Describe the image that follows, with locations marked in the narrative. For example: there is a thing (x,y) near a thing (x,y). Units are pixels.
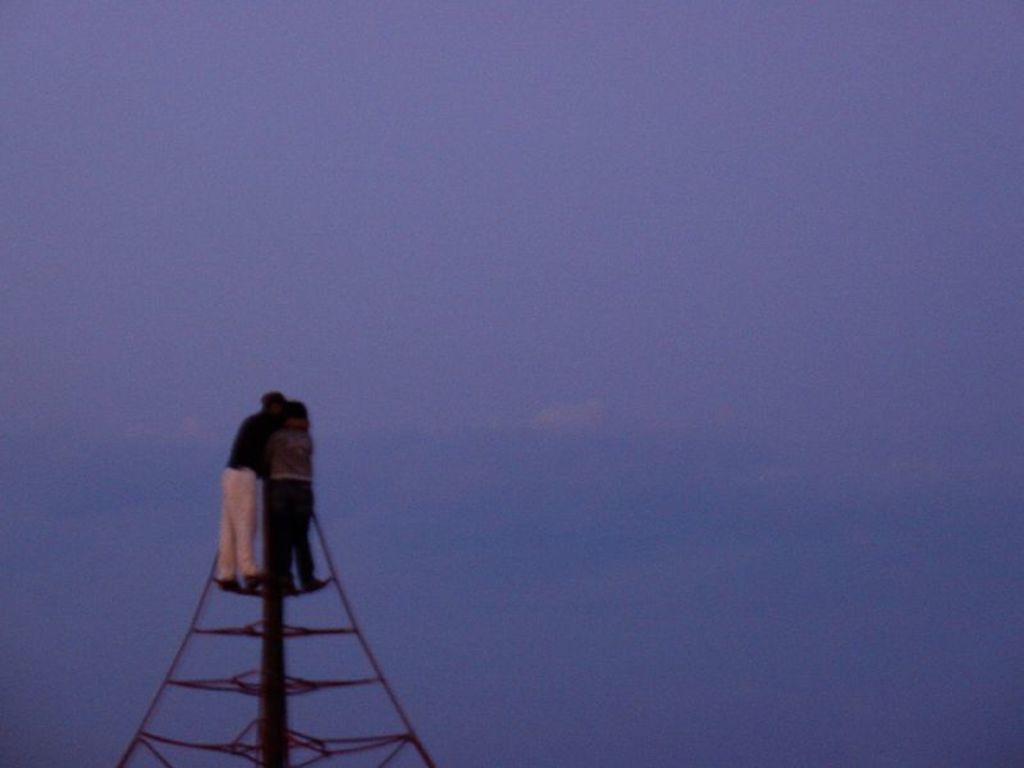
At the bottom of the picture (290,532), we see two men (250,536) are standing on the tower (352,683). In the background (529,401), we see the sky (681,428), which is blue in color.
